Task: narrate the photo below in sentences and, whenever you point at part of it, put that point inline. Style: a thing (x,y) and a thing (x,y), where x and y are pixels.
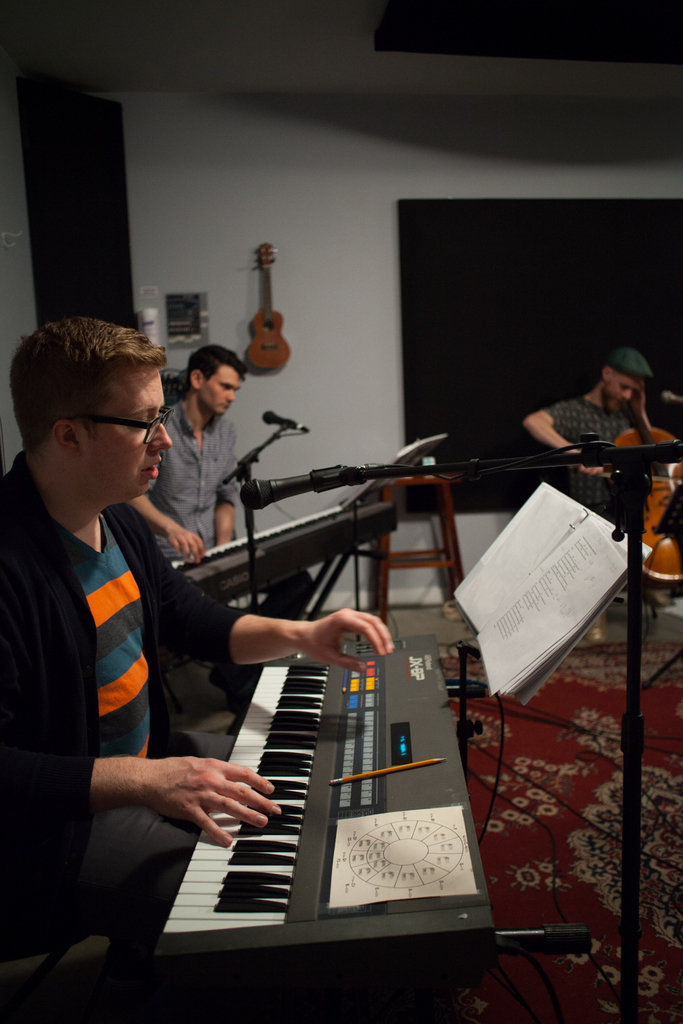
Here we can see a group of people (21,583) are sitting on the chair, and playing musical instruments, and here is the book (505,576), and here is the microphone (304,475) and stand (357,466), and here is the wall (306,222) and guitar (268,258) on it.
